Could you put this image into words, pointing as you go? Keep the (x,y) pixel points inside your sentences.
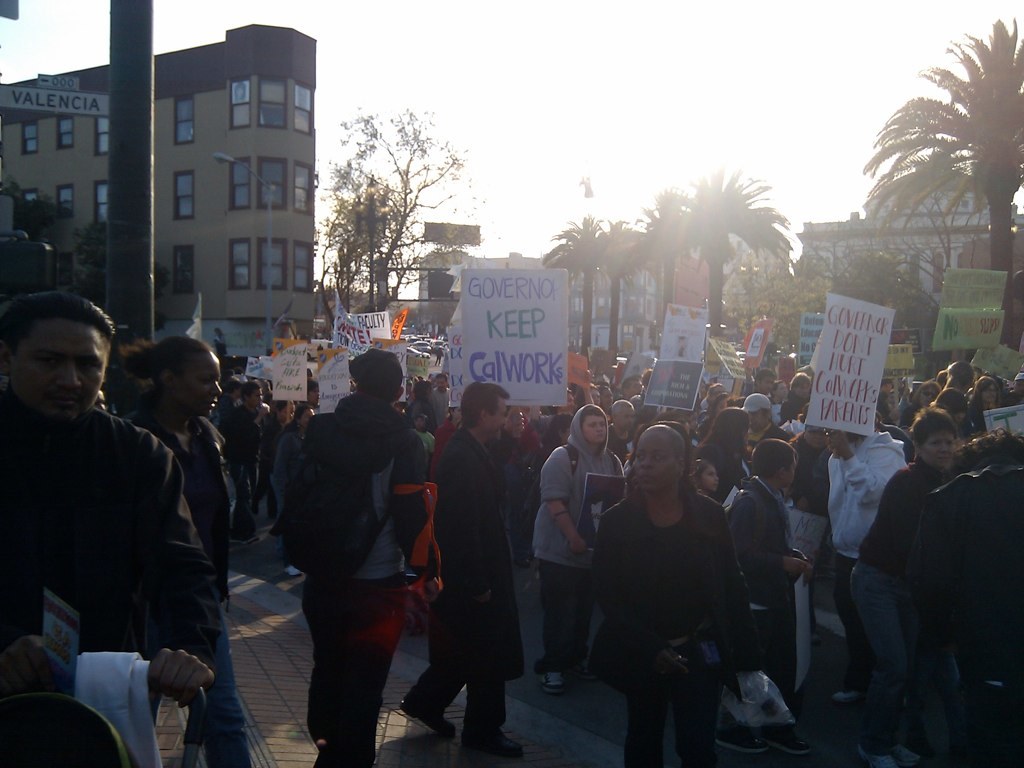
In this image there are people (66,561) holding placards (960,300) in the foreground (178,707). There are trees (932,118) and buildings (197,290) in the background (616,238). There is a road (242,576) at the bottom (269,566). And there is a sky (351,4) at the top (23,5).
